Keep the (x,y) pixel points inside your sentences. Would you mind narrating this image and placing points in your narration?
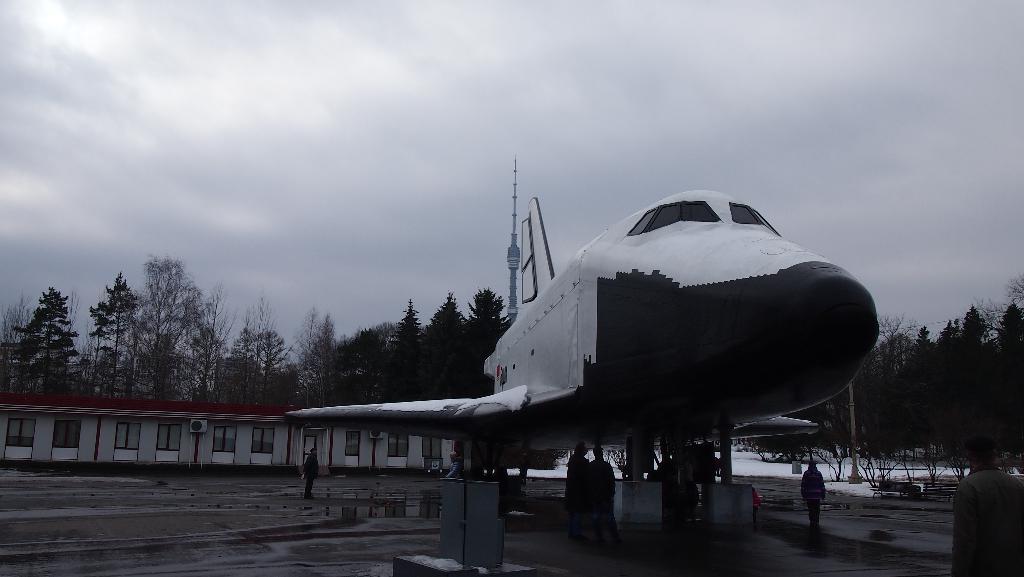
In this image on the ground (415,542) there is an airplane (702,328). There are few people (585,489) on the ground (771,467). In the background (210,432) there is building (84,417), trees (118,342). Here we can see there is snow (769,469) on the ground (775,463).
